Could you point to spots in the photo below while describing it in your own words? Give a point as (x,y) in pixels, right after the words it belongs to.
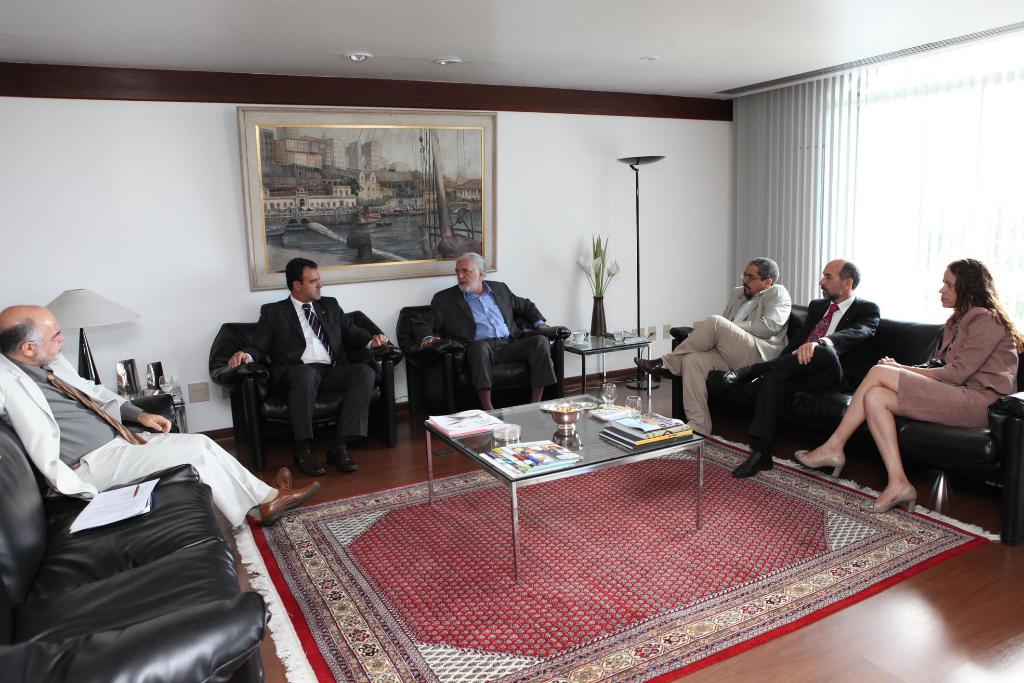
This picture is taken inside a room (879,158). There are few people (512,313) sitting cozily on couch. The man (170,429) to the left (159,441) wore a white suit (146,460) is having some papers (120,490) beside him. There is a table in center (580,429) and there are books (557,444) and glasses (635,403) placed on it. There is another table (625,371) on which there is a flower vase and on the other side there is another table (146,396) on which a lamp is placed. There is a beautiful big picture frame (266,201) hanged on the wall (175,258). There are many buildings (285,186), sea (374,232) and ships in the picture frame (369,218). There is carpet (397,525) on the floor (385,446) below the table (511,479) in the center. There are lights (444,63) to the ceiling (456,67). On the right of the image (767,132) there are window blinds (784,135).
